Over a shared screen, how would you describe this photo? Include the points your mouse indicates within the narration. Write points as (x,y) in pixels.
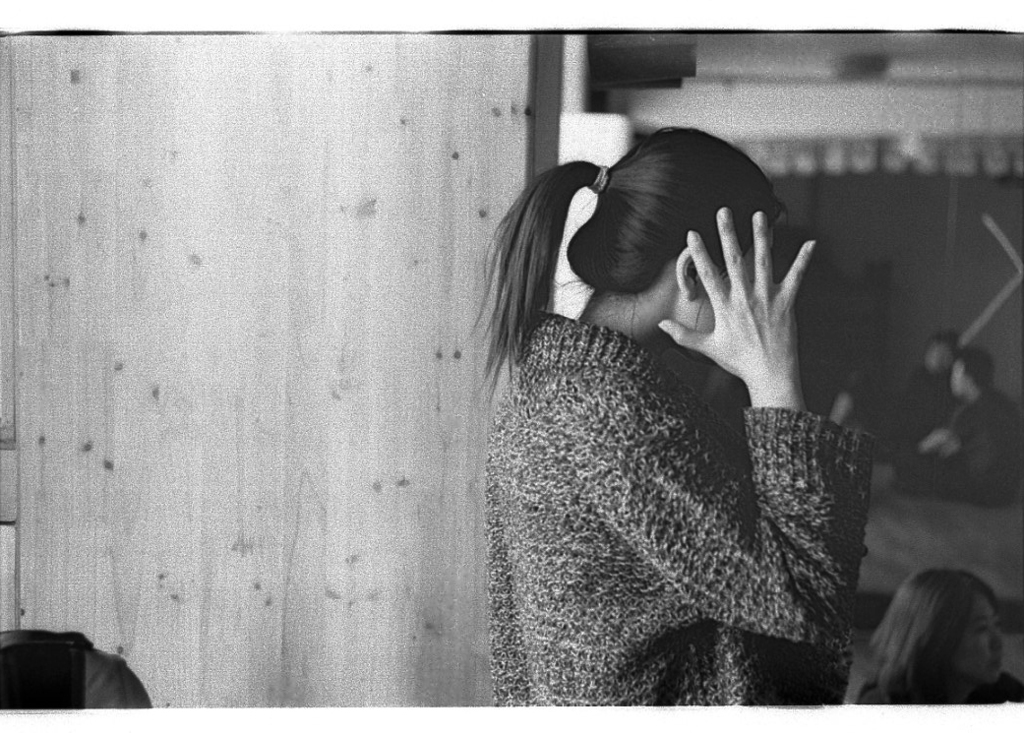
In this picture there is a woman (603,357) who is wearing sweater (768,582). She is standing near the wall (436,427). In the bottom right corner (919,595) we can see another woman (931,614) who is sitting on the floor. On the right (993,420) background (960,368) we can see the group of persons (996,439) sitting near to the black cloth (944,313).
